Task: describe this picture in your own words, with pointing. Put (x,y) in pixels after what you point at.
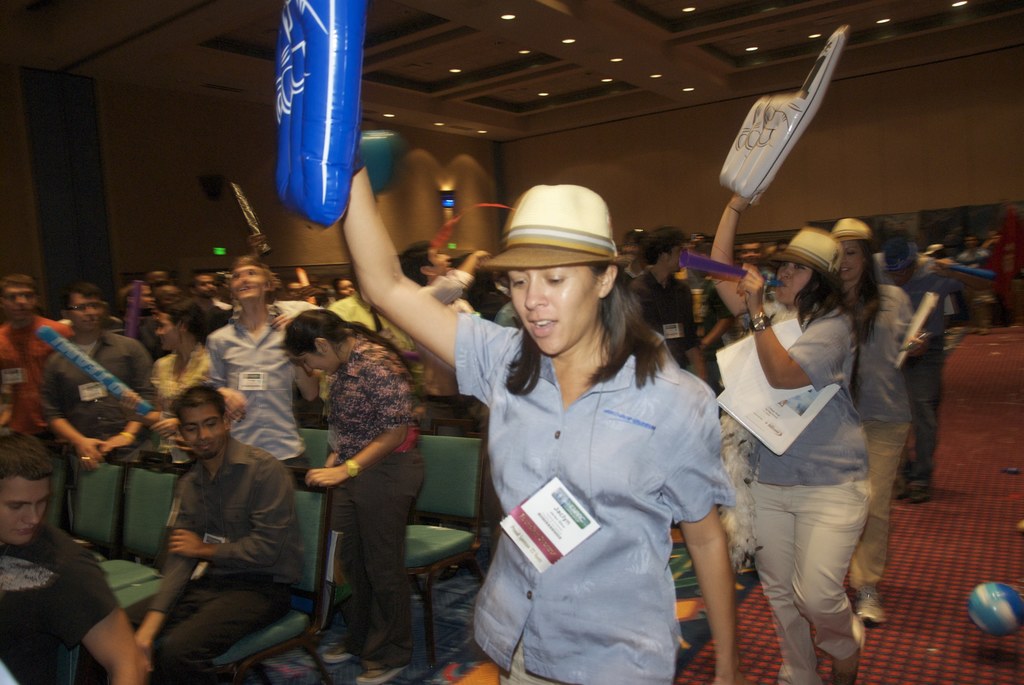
In this picture there are some people (372,446). We can observe women (591,425) and men (195,492). Some of them were sitting and some of them were standing. Some of the women (540,281) were wearing hats (545,257) on their heads (853,249). In the background (651,183) there is a wall (168,178).
